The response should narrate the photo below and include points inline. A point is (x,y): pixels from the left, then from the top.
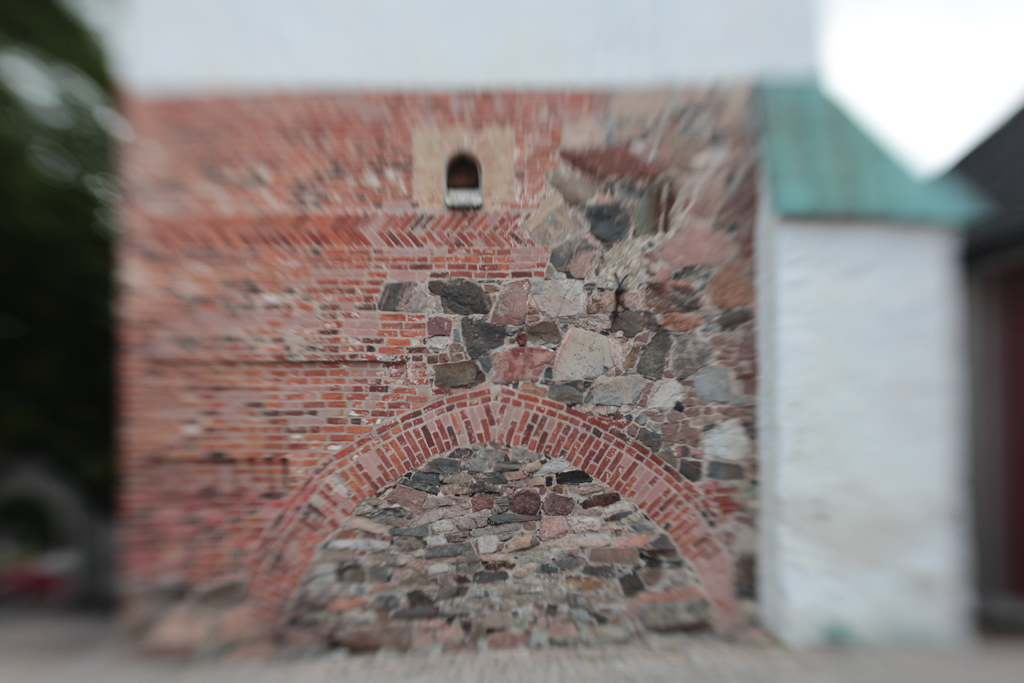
In this image we can see a building (535,405). There is a sky (878,94) in the image.
